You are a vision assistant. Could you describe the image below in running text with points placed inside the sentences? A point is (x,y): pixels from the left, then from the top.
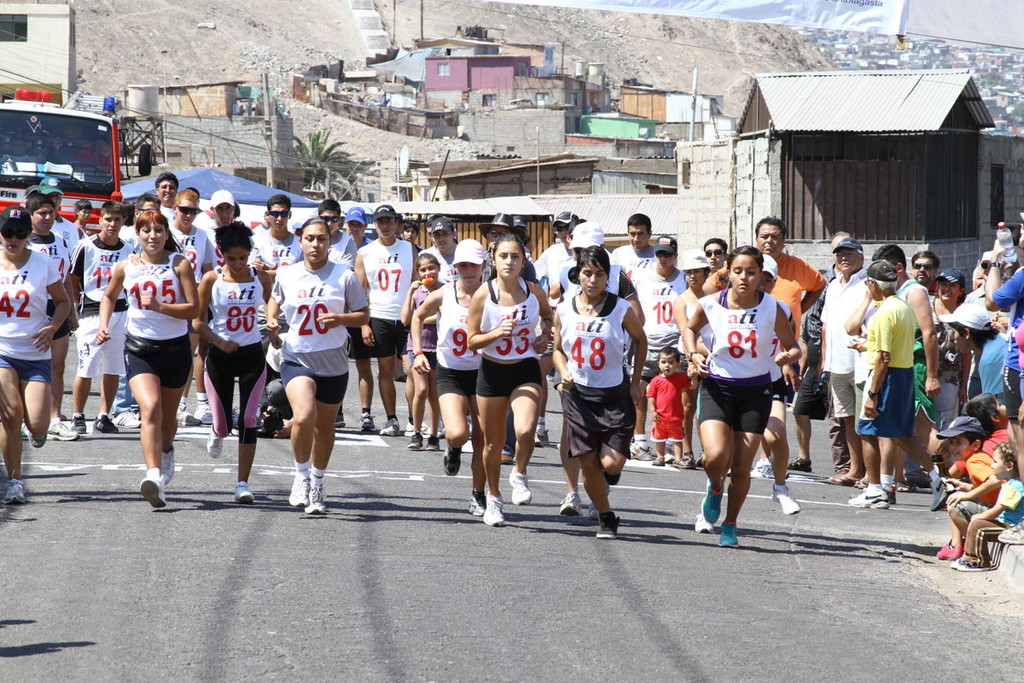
In this image we can see a group of people (296,322) wearing dress (399,337) are running on the road (323,575). On the right side of the image (875,295) we can see a person (906,337) wearing the cap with the yellow t shirt (882,336). In the background (937,241), we can see a group of buildings (257,90), a vehicle (113,151) parked on the road (139,514).
